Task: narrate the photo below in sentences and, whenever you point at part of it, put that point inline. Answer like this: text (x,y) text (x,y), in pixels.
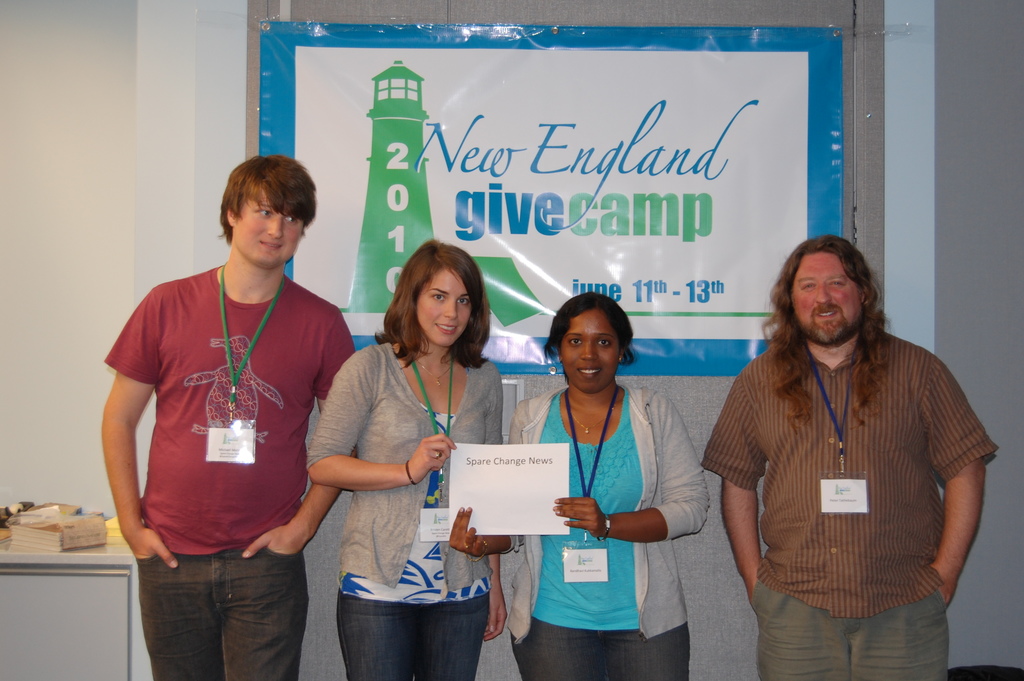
Here in this picture we can see four people (896,518) standing on the floor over there and we can see all of them are smiling and we can also see all of them are having ID cards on them and the two women (598,532) in the middle (538,454) are holding a certificate (523,465) in their hand (435,458) and behind them we can see a banner (317,60) present on the wall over there and on the left side (93,561) we can see a table (104,553), on which we can see something's present over there.
